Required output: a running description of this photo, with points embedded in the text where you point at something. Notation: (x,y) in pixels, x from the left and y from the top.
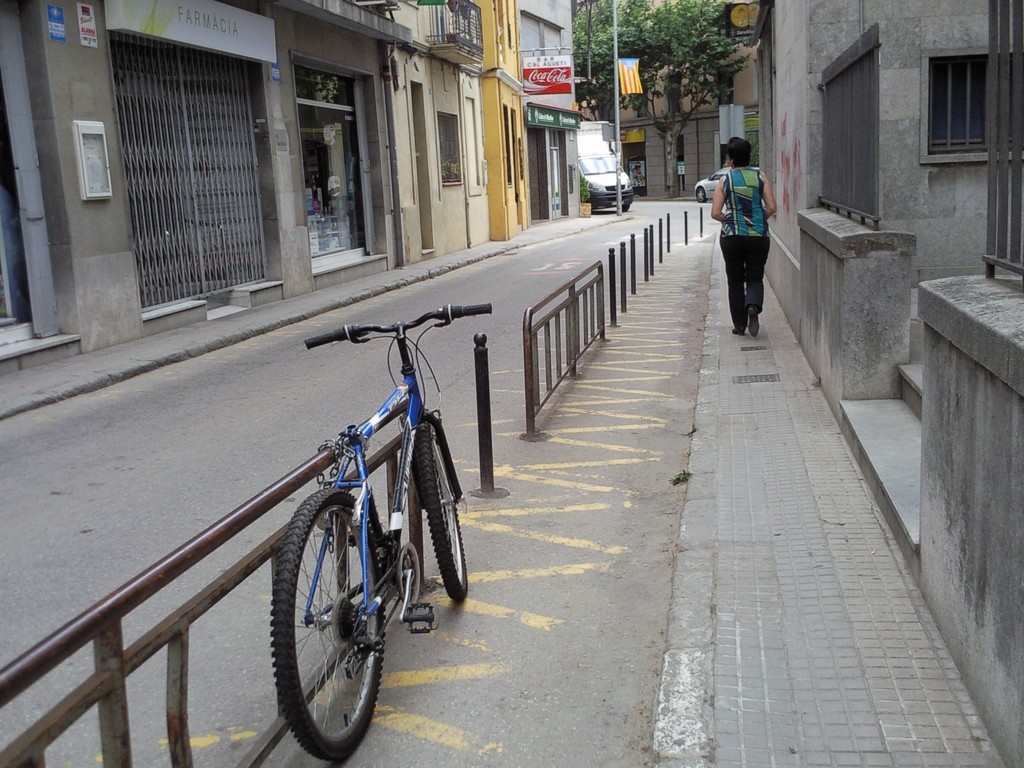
As we can see in the image there are buildings (430,161), bicycle (364,422), car (722,174), van (610,177), flag (628,76), banner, a person (748,208) walking over here and trees (662,57).
